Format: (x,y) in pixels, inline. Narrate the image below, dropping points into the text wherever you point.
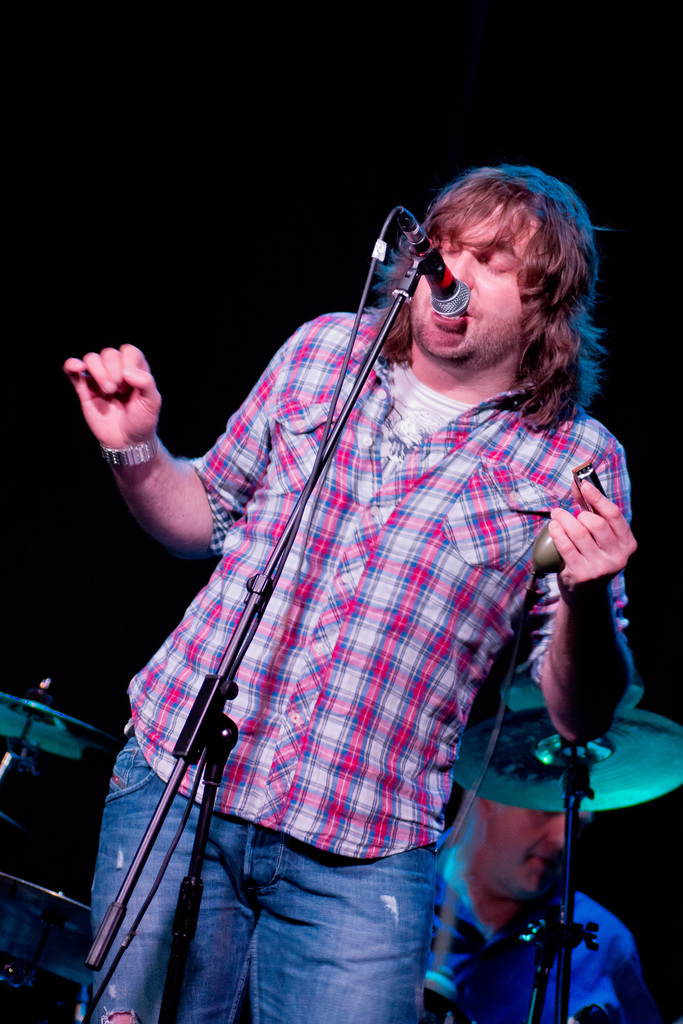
In this image we can see a man (408,723) standing on the floor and a mic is placed in front of him. In the background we can see musical instruments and a person (437,924) sitting.
